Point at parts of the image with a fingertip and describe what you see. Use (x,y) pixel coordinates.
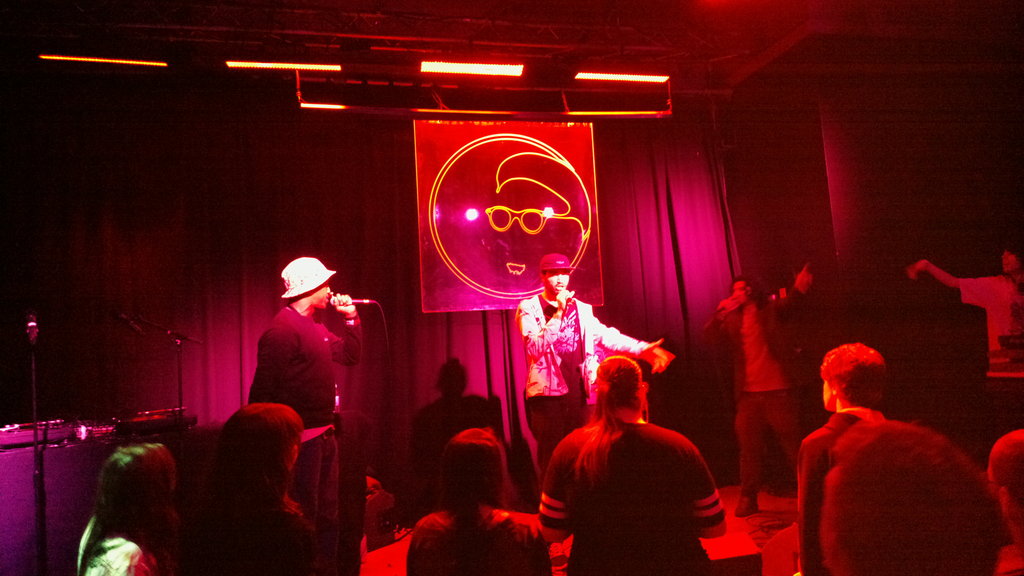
There is a group of people (459,476) standing at the bottom of this image (490,522). We can see three persons (283,315) are holding mics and performing on the stage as we can see in the middle of this image (610,342). There is a wall (824,268) in the background (864,279). We can see a poster (534,226) attached to the wall (268,300). There are lights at the top of this image (642,78).
